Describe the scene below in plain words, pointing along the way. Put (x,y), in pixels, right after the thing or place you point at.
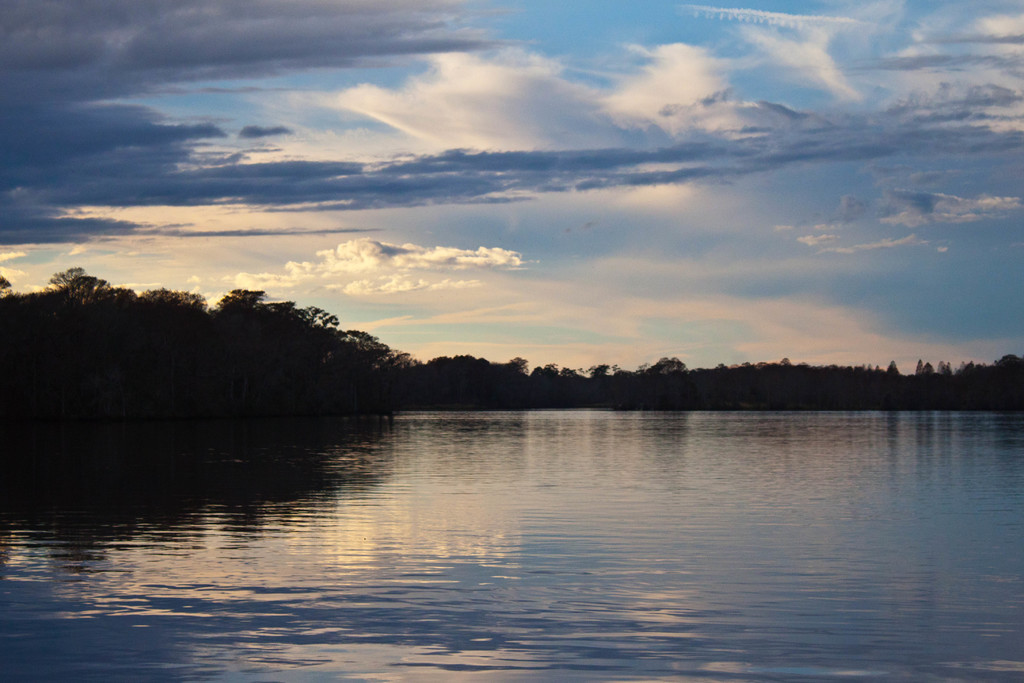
In this image we can able to see the river (552,504), along with it there are trees (982,371), also we can see the sky (510,199).
